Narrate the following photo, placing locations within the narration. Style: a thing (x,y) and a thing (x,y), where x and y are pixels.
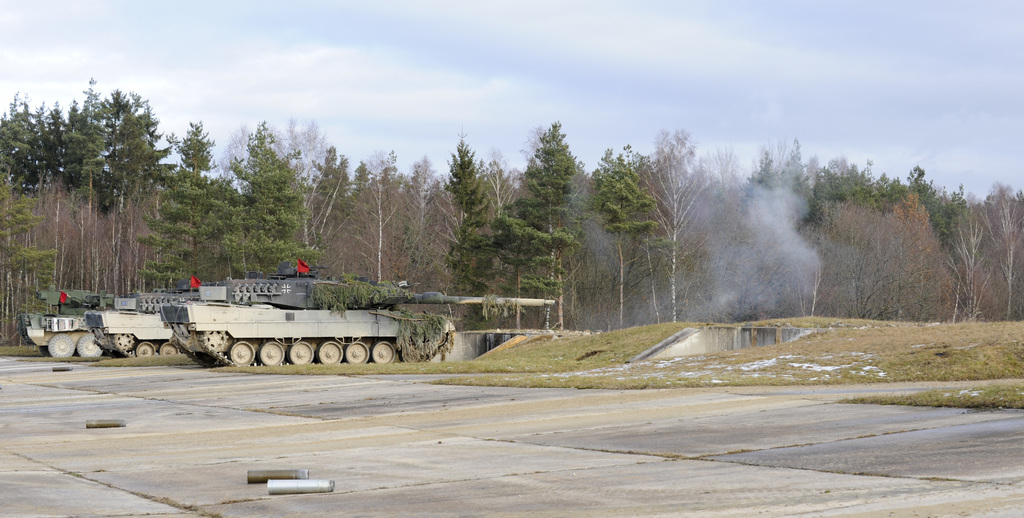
In this picture, we can see a few military tankers (239,316), we can see the ground (413,419) with some objects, grass (913,341), trees (655,190), smoke (744,265), and the sky (668,73) with clouds (744,103).
